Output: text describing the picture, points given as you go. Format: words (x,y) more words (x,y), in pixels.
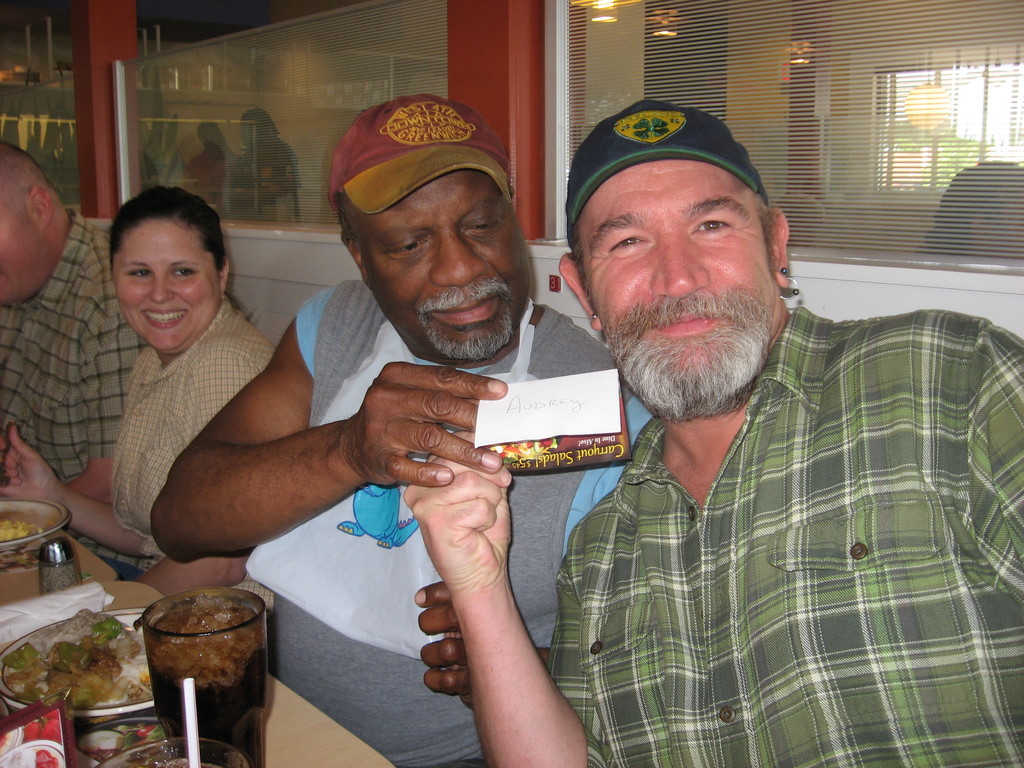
In this image we can see a few people (310,481) sitting, among them two people (389,454) are holding an object (542,407), in front of them there is a table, on the table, we can see some plates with food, glass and other objects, in the background (307,32) it looks like pillars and glass windows (295,113).
